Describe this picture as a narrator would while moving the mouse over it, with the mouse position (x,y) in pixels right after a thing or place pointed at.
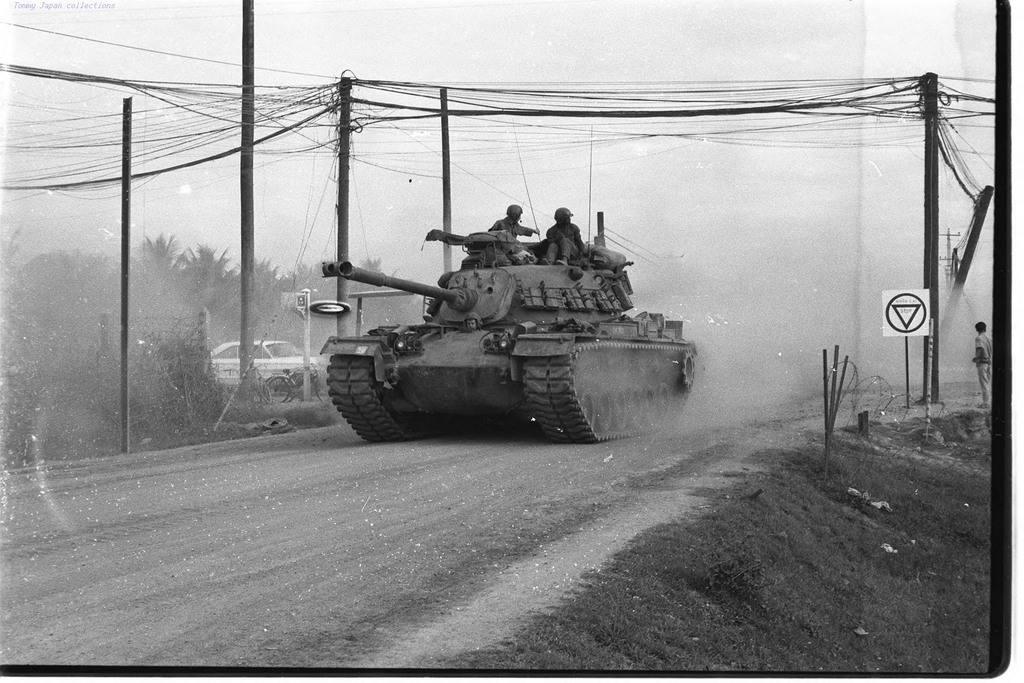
This is a black and white image. Here I can see a military tank (493,389) on the road (460,508). On this vehicle (522,282) two persons (566,236) are sitting. On both sides of the road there are some poles (925,141) along with wires (606,99). On the left side (291,357) I can see few bicycles (287,380) and a car (272,359) on the road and also there are some trees (167,282). On the right side (986,368), I can see a person (985,383) is standing on the ground (934,421).
